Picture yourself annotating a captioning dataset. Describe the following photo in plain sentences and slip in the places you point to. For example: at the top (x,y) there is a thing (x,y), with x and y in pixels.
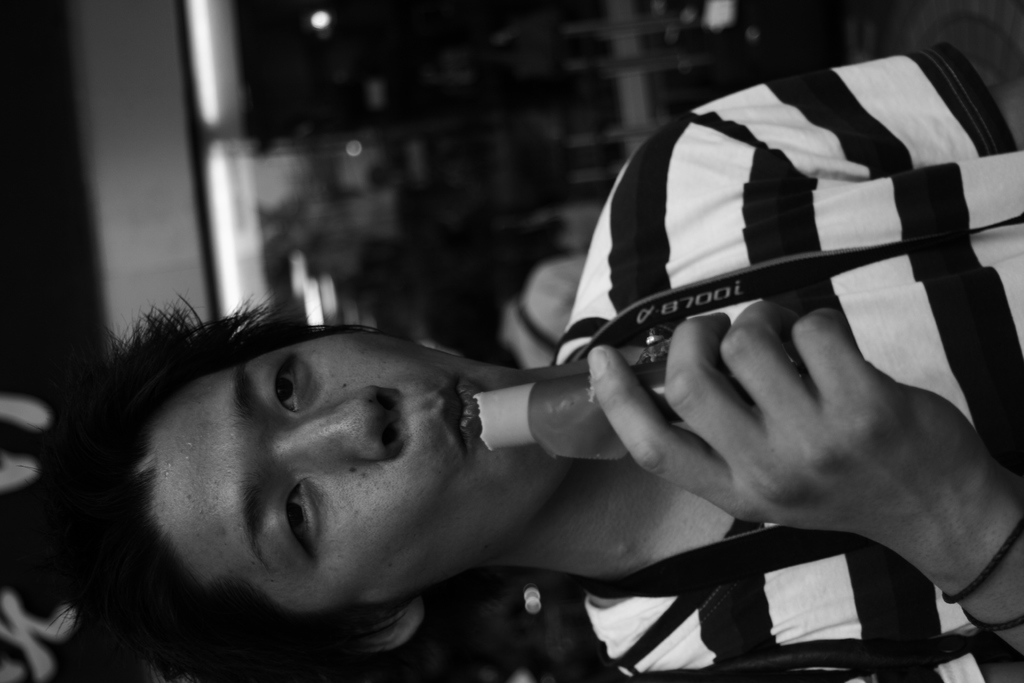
In this image I can see there is a person (634,465) and holding an object (555,415). And at the back (460,165) it looks like a blur.
